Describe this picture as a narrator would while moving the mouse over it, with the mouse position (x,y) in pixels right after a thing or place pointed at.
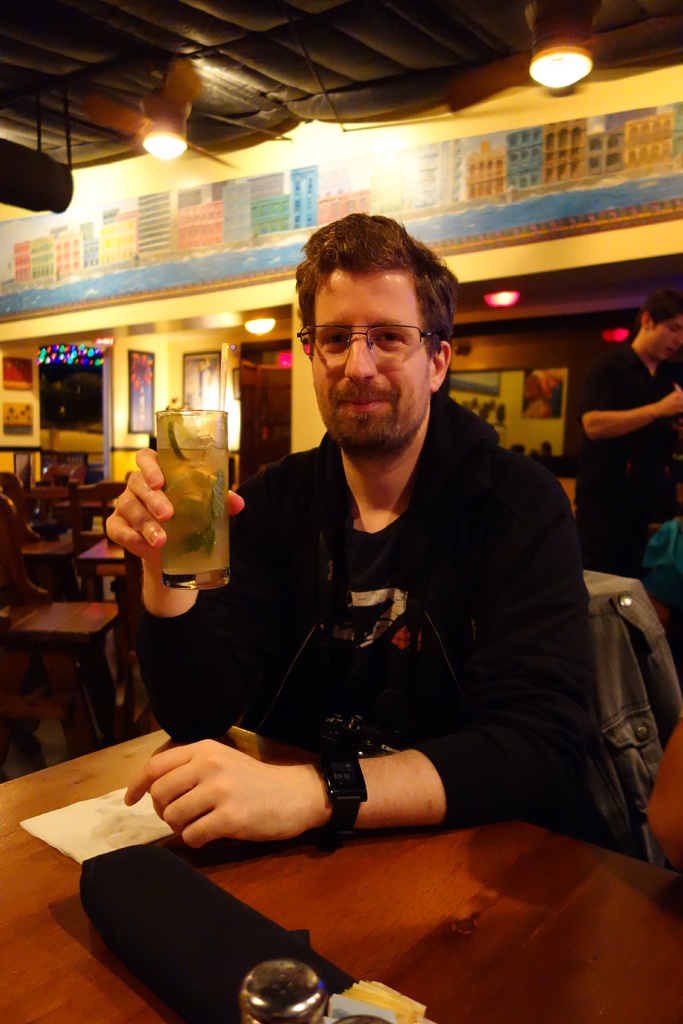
The picture is clicked inside a restaurant (527,551), a black coat guy (486,546) is sitting on a table (523,839) with a glass (215,544) of juice (204,468) in one of his hands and there are many tables (65,541) behind him. In the background (639,160) we can find art (646,150) made on top of the wall (245,205). The roof (446,21) is mounted with two led lamps (552,55).
